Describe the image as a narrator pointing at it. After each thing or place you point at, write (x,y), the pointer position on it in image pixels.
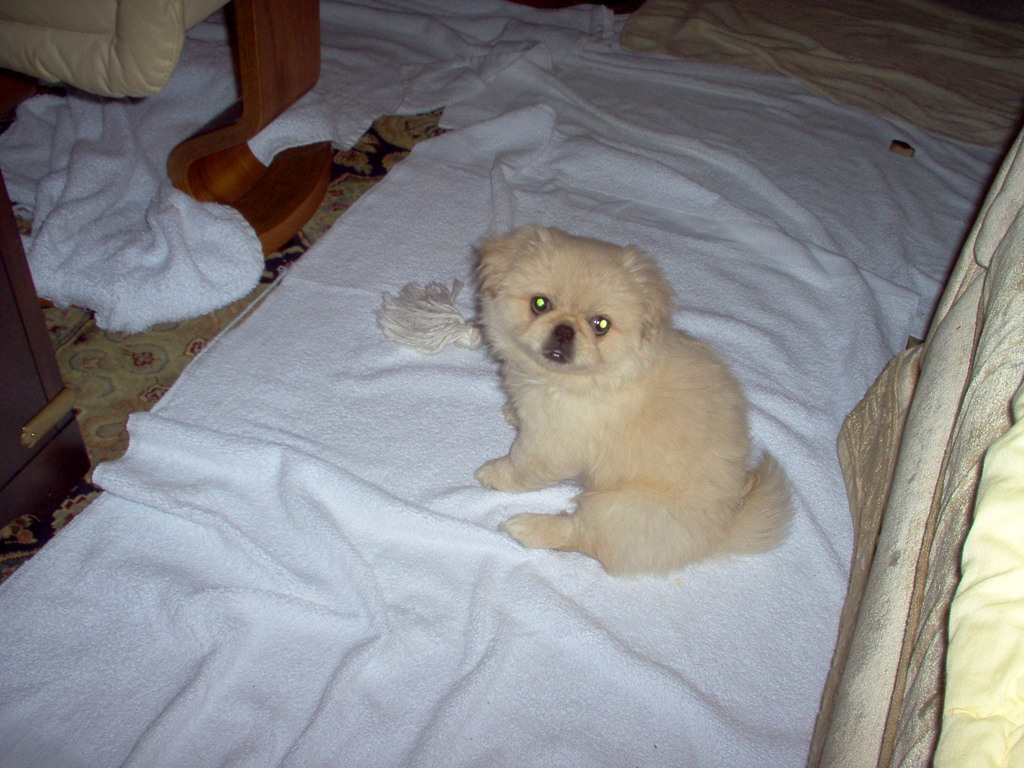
In this image there is a dog (526,383) sat on the white cloth (334,525). On the top left side (88,66) there is a sofa (77,39), in front of the sofa (99,37) there is an object (39,413). On the right side of the image (944,627) there is another sofa (939,692).
